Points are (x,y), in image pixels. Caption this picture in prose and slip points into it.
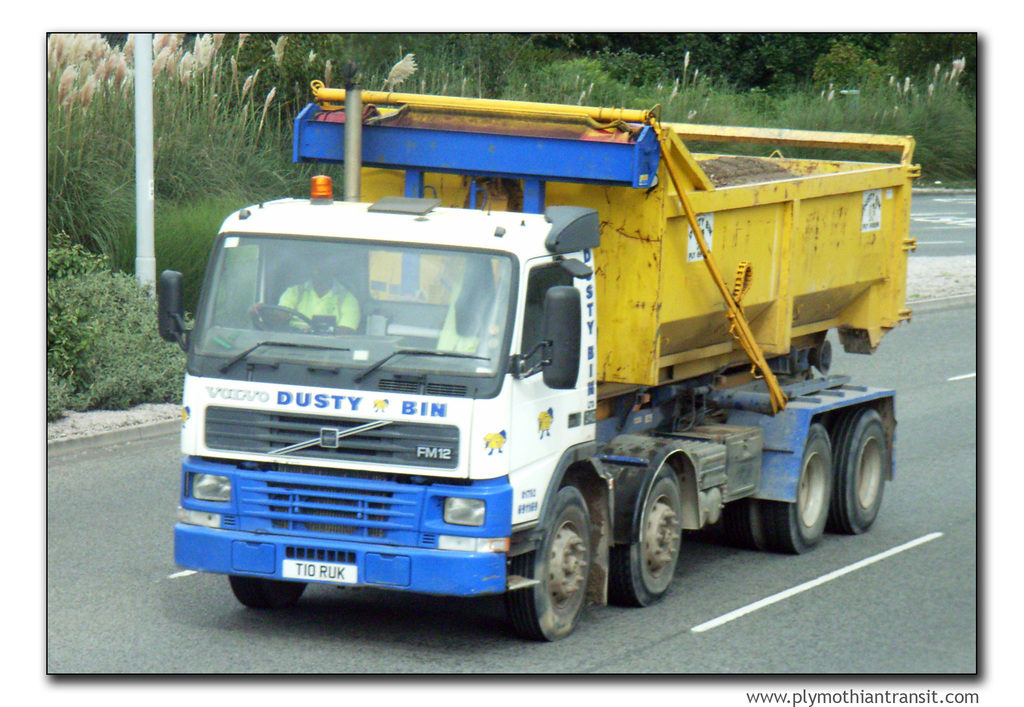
In this image I can see the vehicle (462,489) and I can see the person (326,278) sitting in the vehicle (294,260). In the background (280,92) I can see the pole (141,125) and few plants (523,72) and trees (763,68) in green color.
